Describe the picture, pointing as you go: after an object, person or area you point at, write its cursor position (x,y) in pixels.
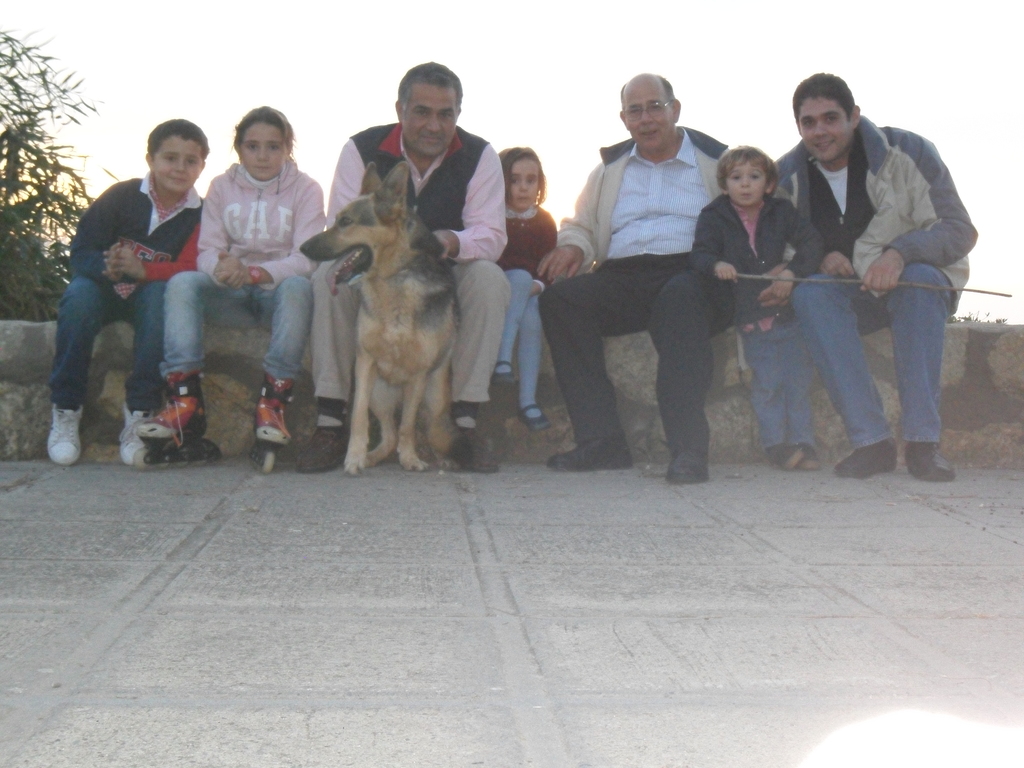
A group of people (851,233) are sitting on the wall (36,344) and there is a dog (424,365) in the middle (402,311) behind them it's a sky (241,110).
